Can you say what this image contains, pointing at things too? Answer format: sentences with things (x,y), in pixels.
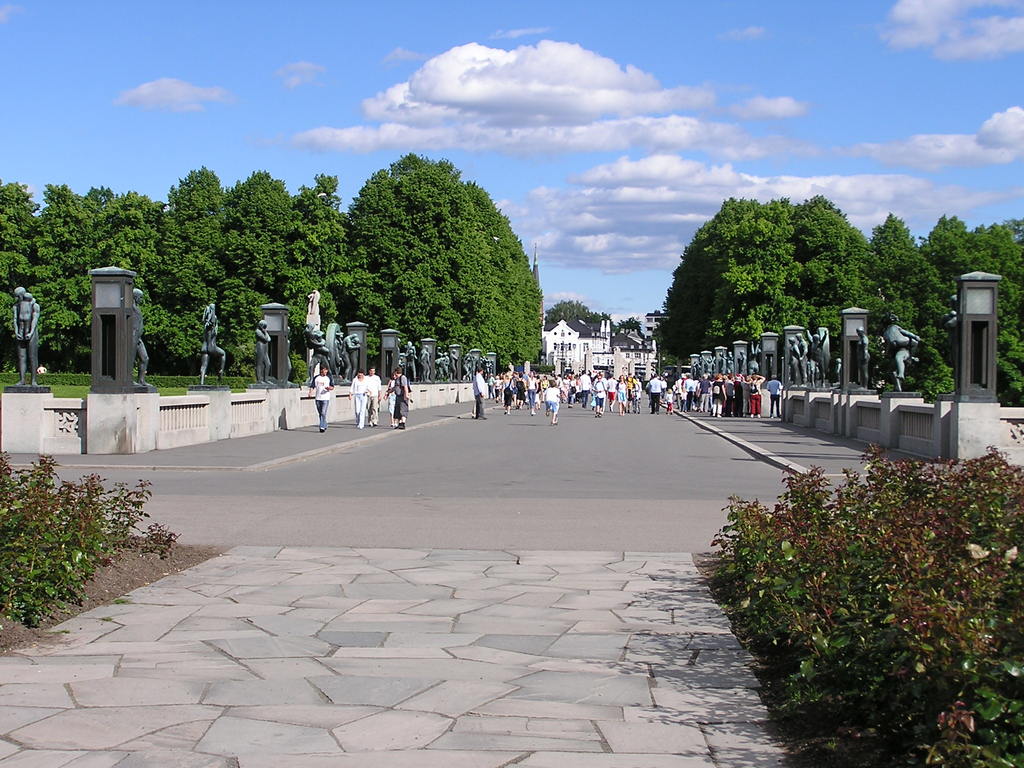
In this image we can see some people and there are some statues (860,332) and we can see plants (1011,716) and trees (760,300). There are some buildings (657,327) in the background (653,321) and at the top (512,131) we can see the sky (620,5) with clouds (750,31).
